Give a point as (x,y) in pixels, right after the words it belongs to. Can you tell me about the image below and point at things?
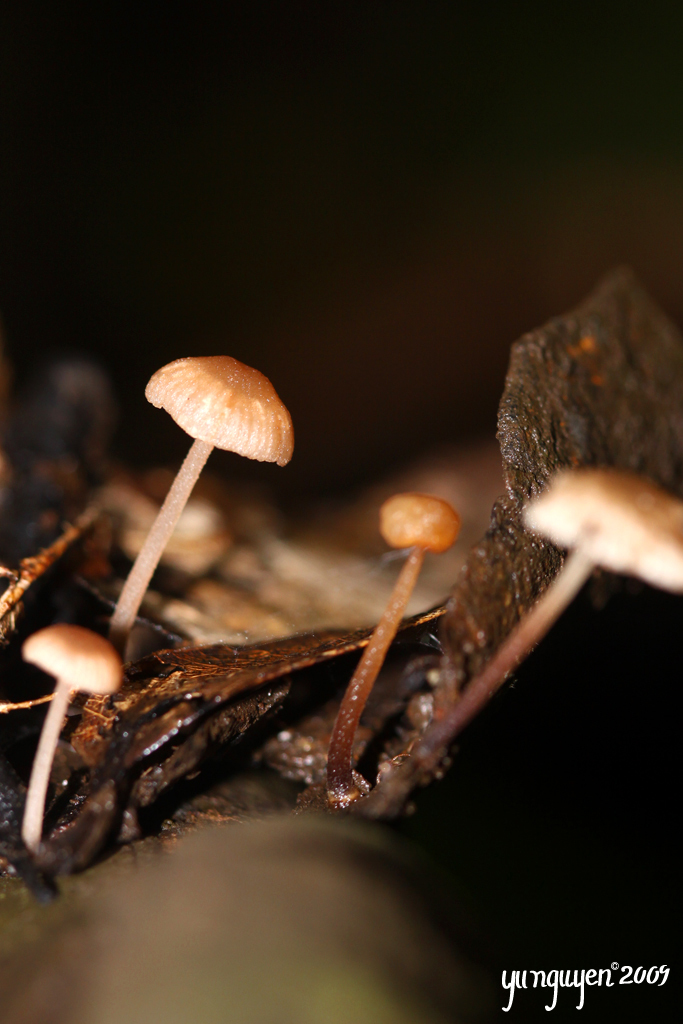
The picture consists of mushrooms (62,655). The background (455,115) is blurred. At the bottom (523,983) there is text (629,973).
